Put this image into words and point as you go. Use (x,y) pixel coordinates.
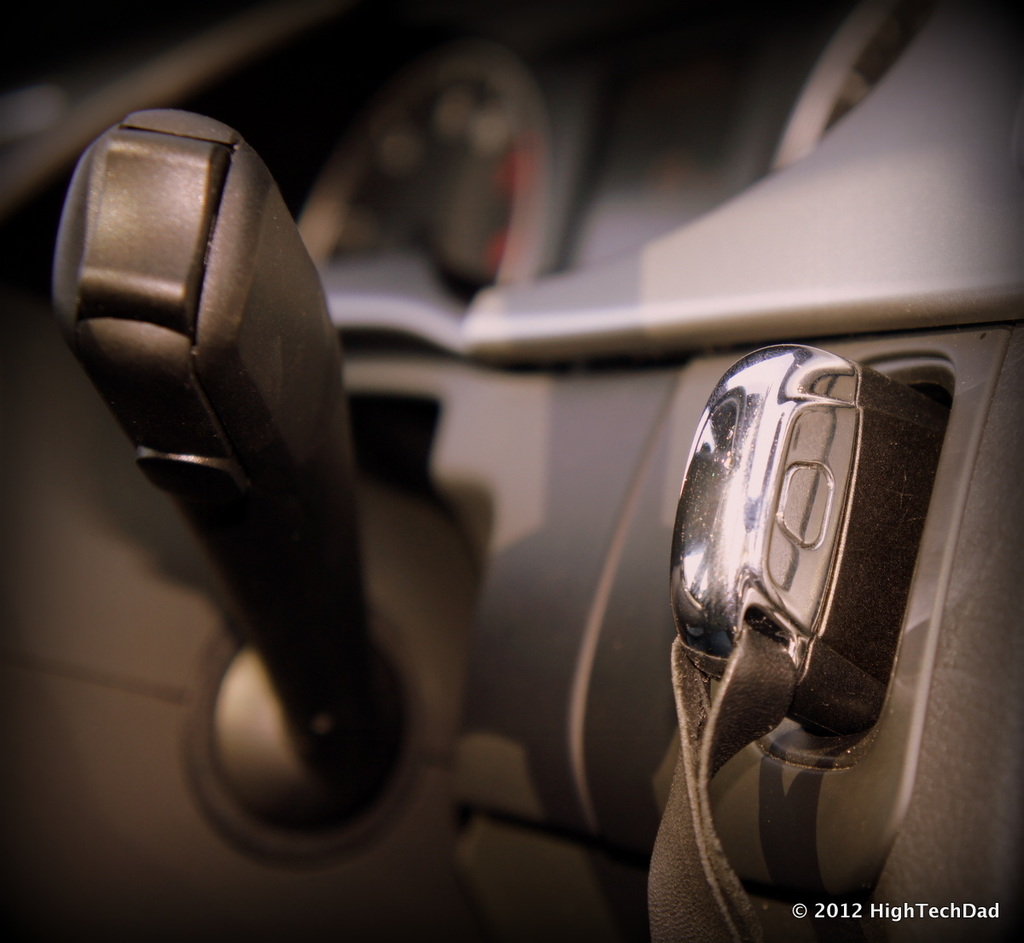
In this image we can see an inside of a vehicle (482,394). In the middle (342,503) we can see the key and switch stalk (238,532). At the top (429,251) we can see the speedometer (477,177).
